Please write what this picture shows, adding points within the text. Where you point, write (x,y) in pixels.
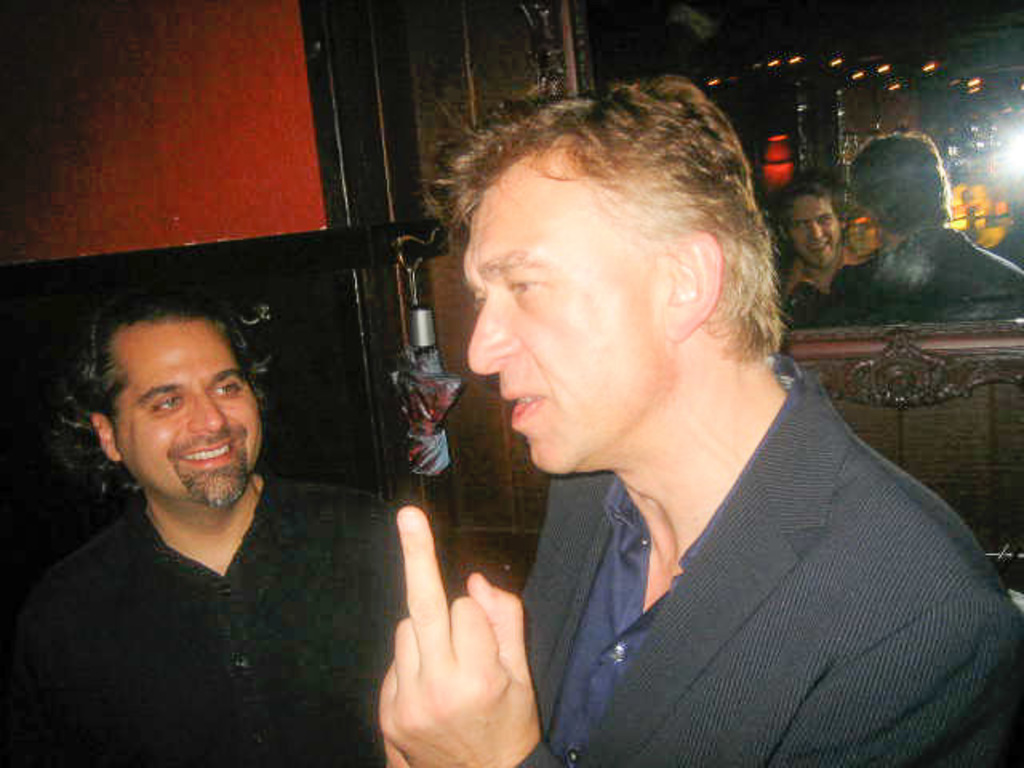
This image is taken indoors. In the background (467,298) there is a wall (387,170). There is an umbrella (436,393). There is a mirror (893,274). In the middle of the image (582,415) there are two men (675,618). A man (243,489) is with a smiling face (206,406). On the right side of the image (861,220) there is a reflection (813,108) of a few lights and two men (820,223).
